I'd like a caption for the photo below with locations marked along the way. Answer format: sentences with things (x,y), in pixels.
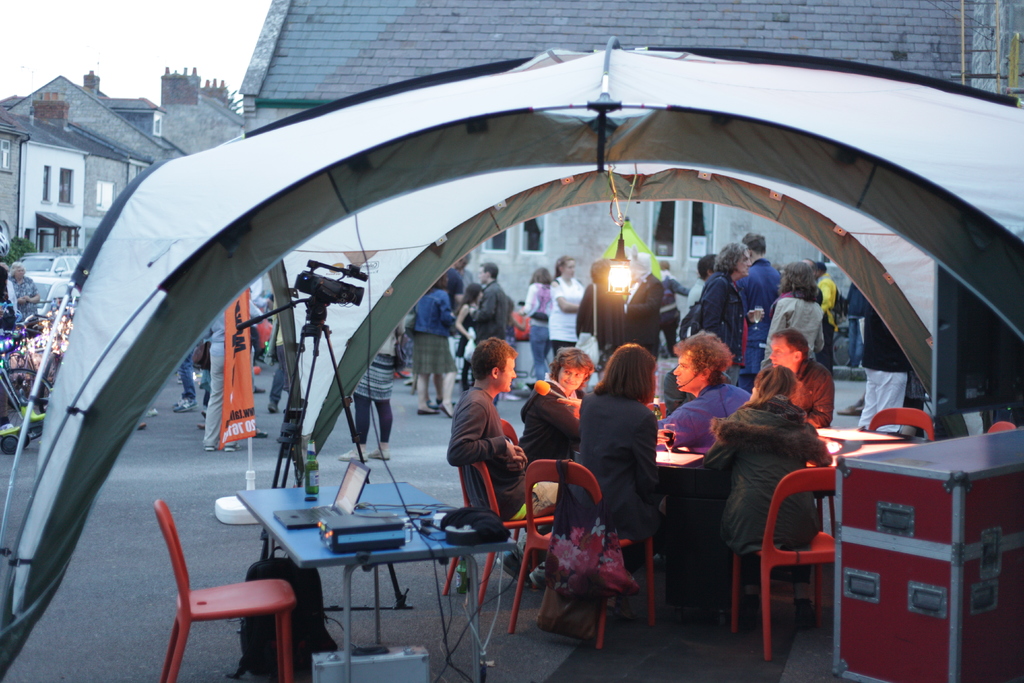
In the image we can see there are people (776,407) who are sitting on chair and at the back (860,349) there are lot of people (860,313) standing and on table (315,502) there is a laptop (331,514).
